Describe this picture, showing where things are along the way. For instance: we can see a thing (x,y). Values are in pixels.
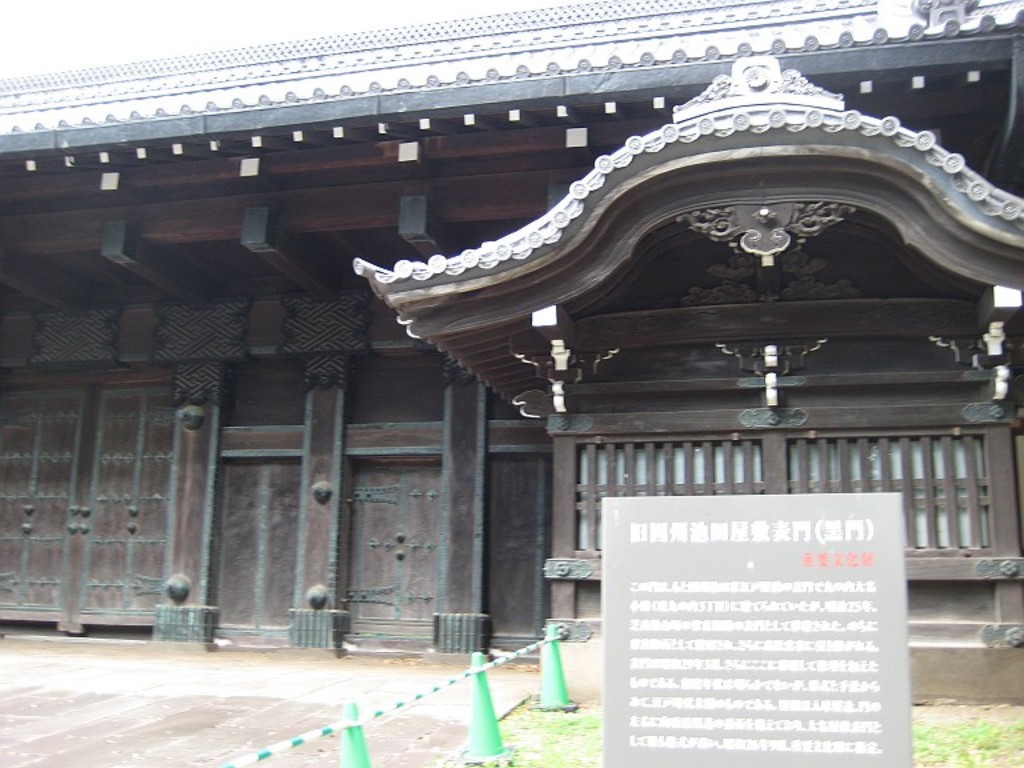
In the image we can see a building (579,105). At the bottom of the image (619,663) there is a banner (839,499) and grass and fencing (550,629).
